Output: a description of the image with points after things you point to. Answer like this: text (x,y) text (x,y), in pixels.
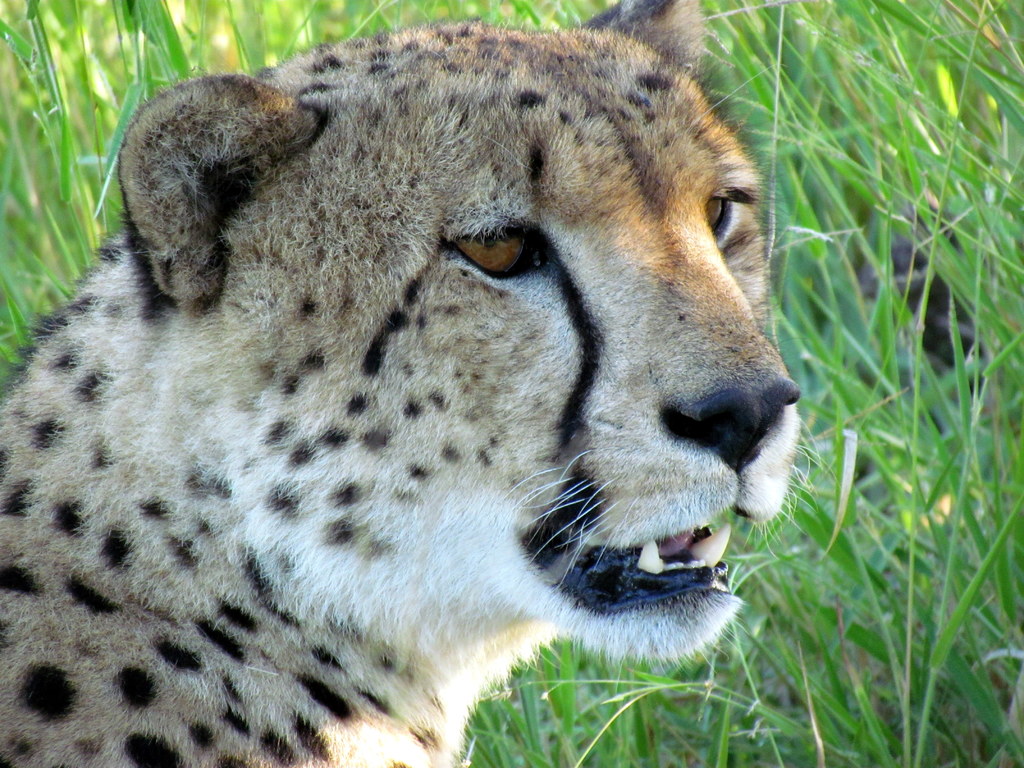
In this image there is a cheetah (533,329). In the background (852,517), I can see the grass (852,379).
